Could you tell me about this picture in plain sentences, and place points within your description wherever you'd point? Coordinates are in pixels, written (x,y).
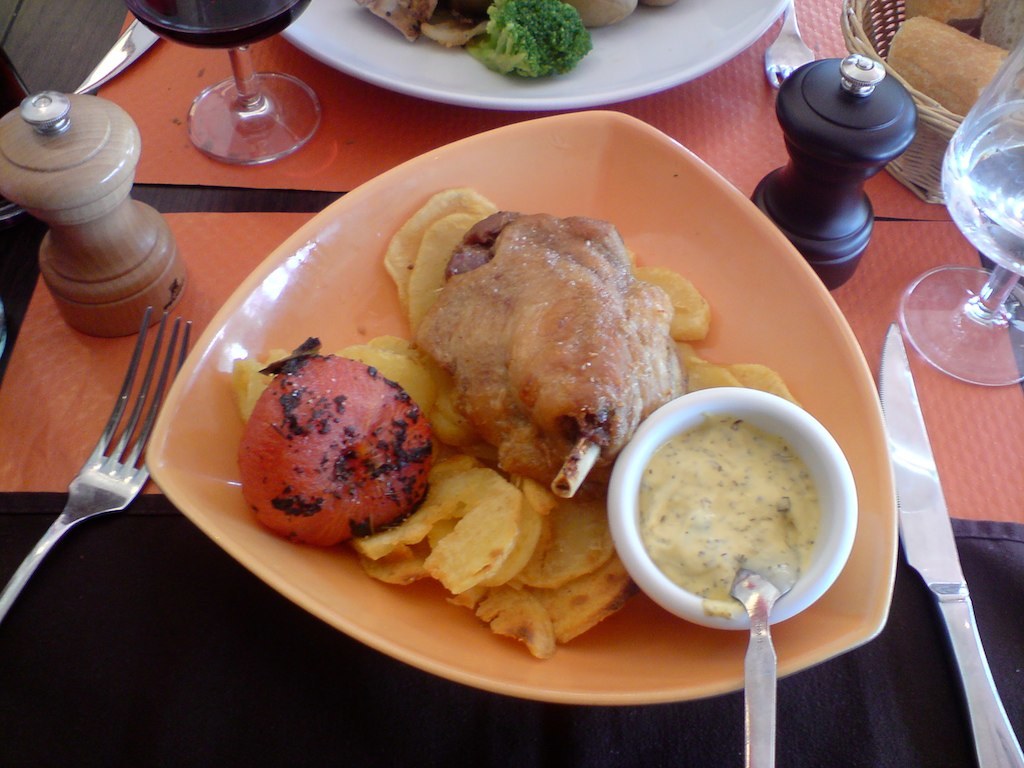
These are the food items (539,343) in a plate (217,469). On the left side (95,455) there is a fork (102,442), on the right side (929,516) there is a knife (933,551) on the dining table (883,286), there are wine glasses (936,310).
